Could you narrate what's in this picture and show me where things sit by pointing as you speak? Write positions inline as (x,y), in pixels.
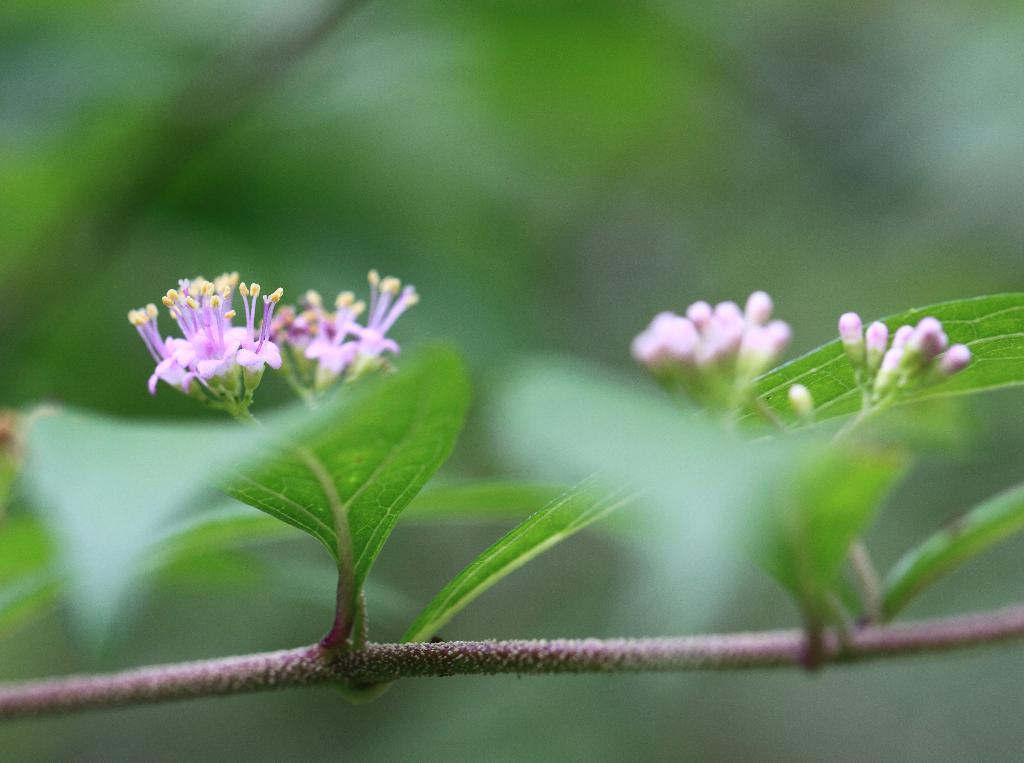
In this image there is a stem (585,643) of a plant (671,580). There are leaves (651,389), flowers (190,348) and buds (884,370) to the stem (872,632). The background (591,741) is blurry.
